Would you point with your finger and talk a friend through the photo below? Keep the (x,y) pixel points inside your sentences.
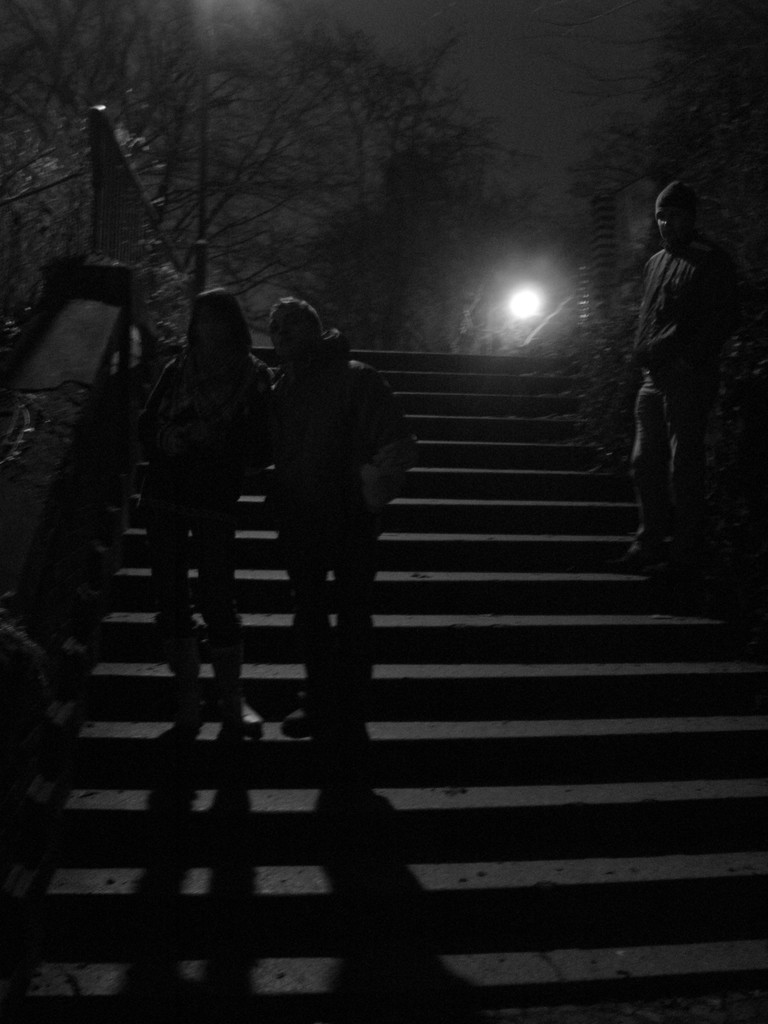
This image consists of three persons (727,341) standing. At the bottom (355,913), there are steps (447,906). In the background (412,166), there is a light (527,299), along with the trees (269,275). On the left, there is a railing (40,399).
